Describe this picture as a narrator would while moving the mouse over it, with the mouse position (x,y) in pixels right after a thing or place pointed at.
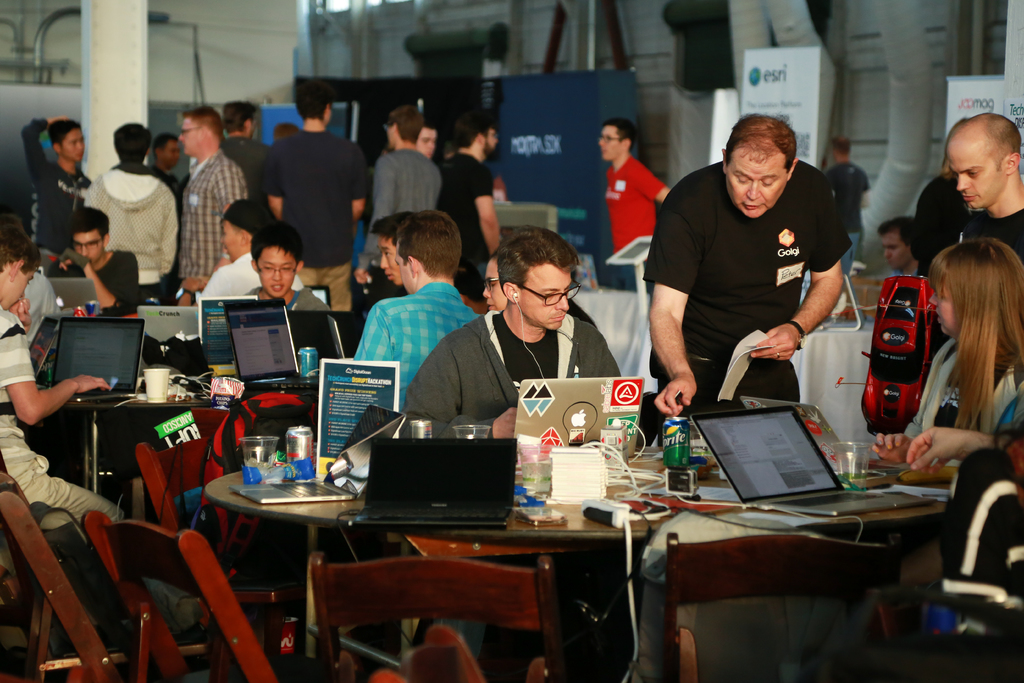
In the image we can see there are people (472,347) who are sitting on chair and few people (437,197) are standing here. On the table (717,481) there are laptops (730,467), water bottle (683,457), charger (623,516) and tissue papers (554,490).
